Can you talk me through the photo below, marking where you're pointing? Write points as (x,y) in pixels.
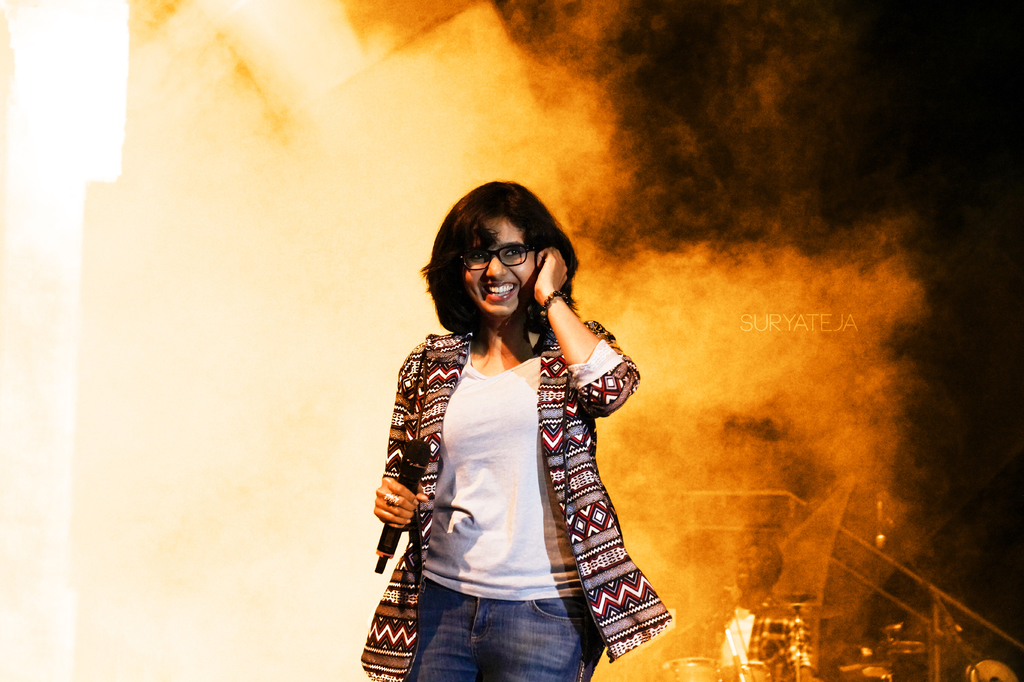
In this picture there is a woman (486,410) standing on the stage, holding a mic (421,458) in her hand (408,512). She is smiling and wearing spectacles (489,253). In the background (740,597) there is a person (749,617), sitting in front of the drums (868,650). We can observe smoke (348,320) here.
